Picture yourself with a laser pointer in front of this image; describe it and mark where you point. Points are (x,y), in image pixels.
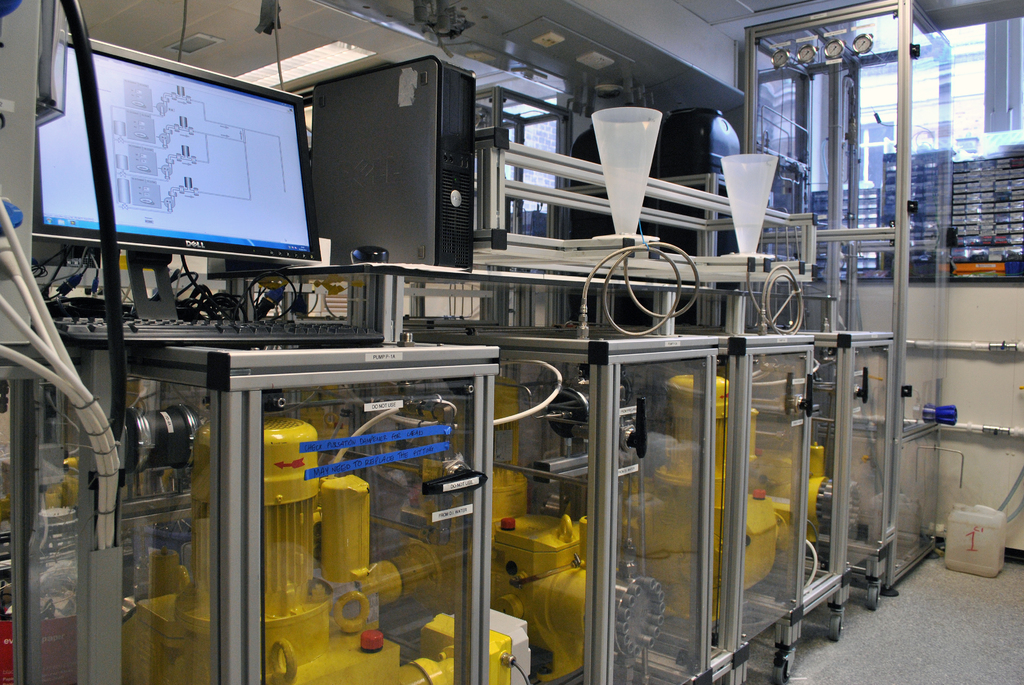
In this picture we can see a can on the floor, here we can see a monitor (292,245), keyboard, CPU (335,252), motor pumps (427,566) and some objects (727,601).
